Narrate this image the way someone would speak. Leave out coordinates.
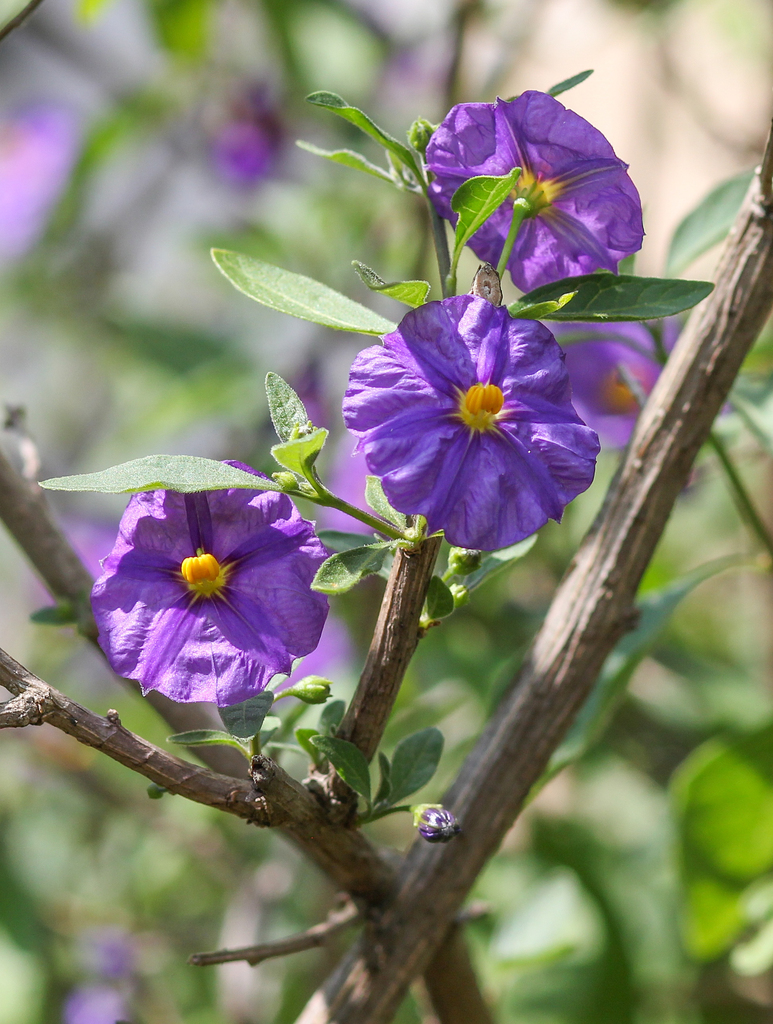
In this image we can see some flowers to the stem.
